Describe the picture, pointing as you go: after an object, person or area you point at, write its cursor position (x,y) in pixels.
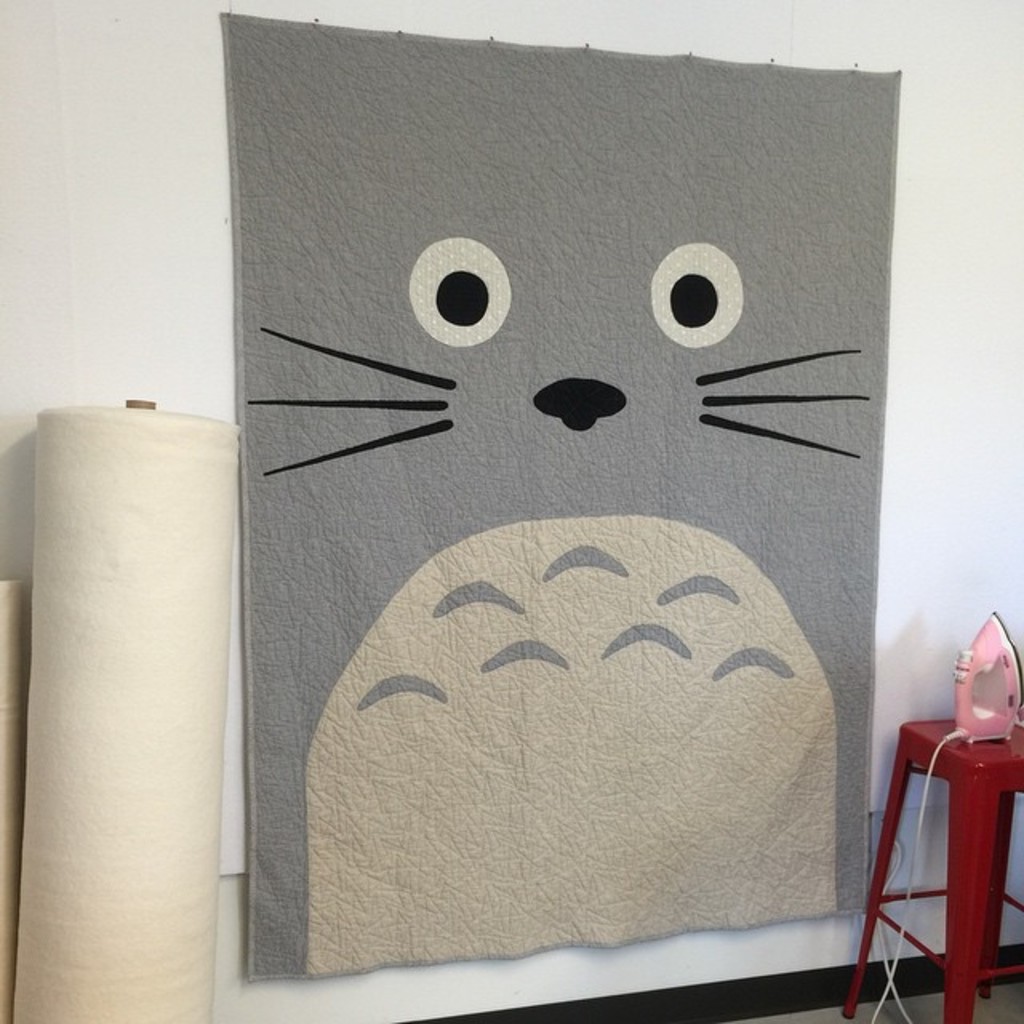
In this picture we can see an iron box (987,652) on the table (942,771). There are white objects (50,465) visible on the left side (211,610). We can see a cloth (338,685) on a white surface (395,981).
